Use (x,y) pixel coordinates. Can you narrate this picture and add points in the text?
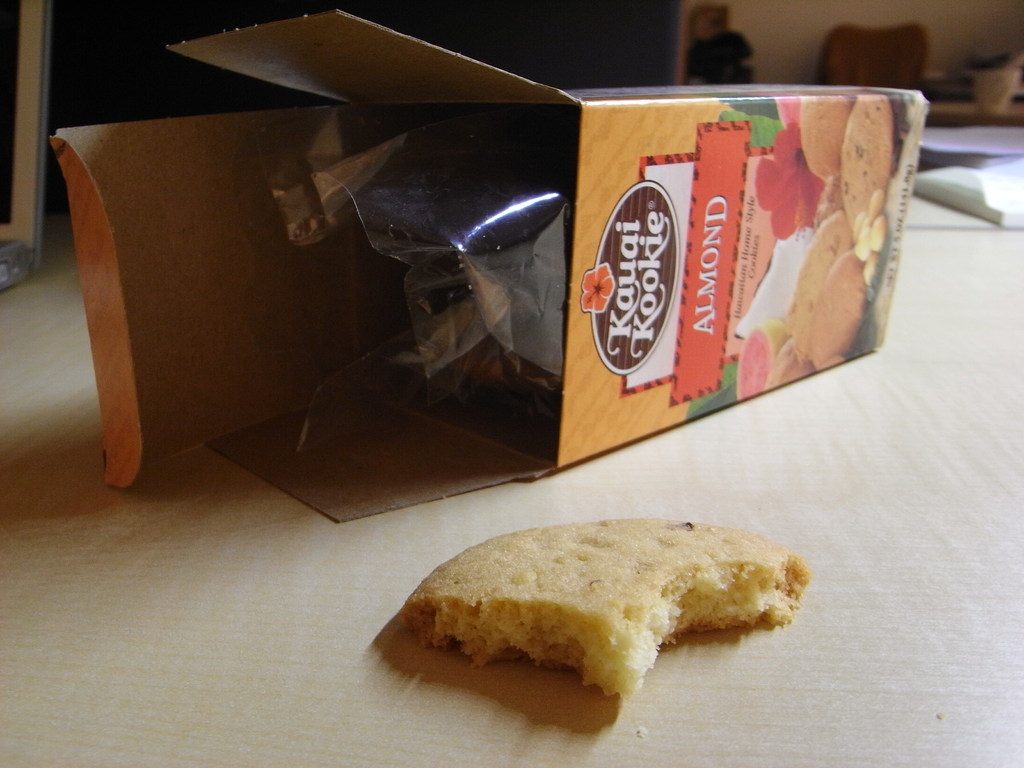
In this picture we can see a carton (740,256) with almond cookies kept on the table (553,497).
